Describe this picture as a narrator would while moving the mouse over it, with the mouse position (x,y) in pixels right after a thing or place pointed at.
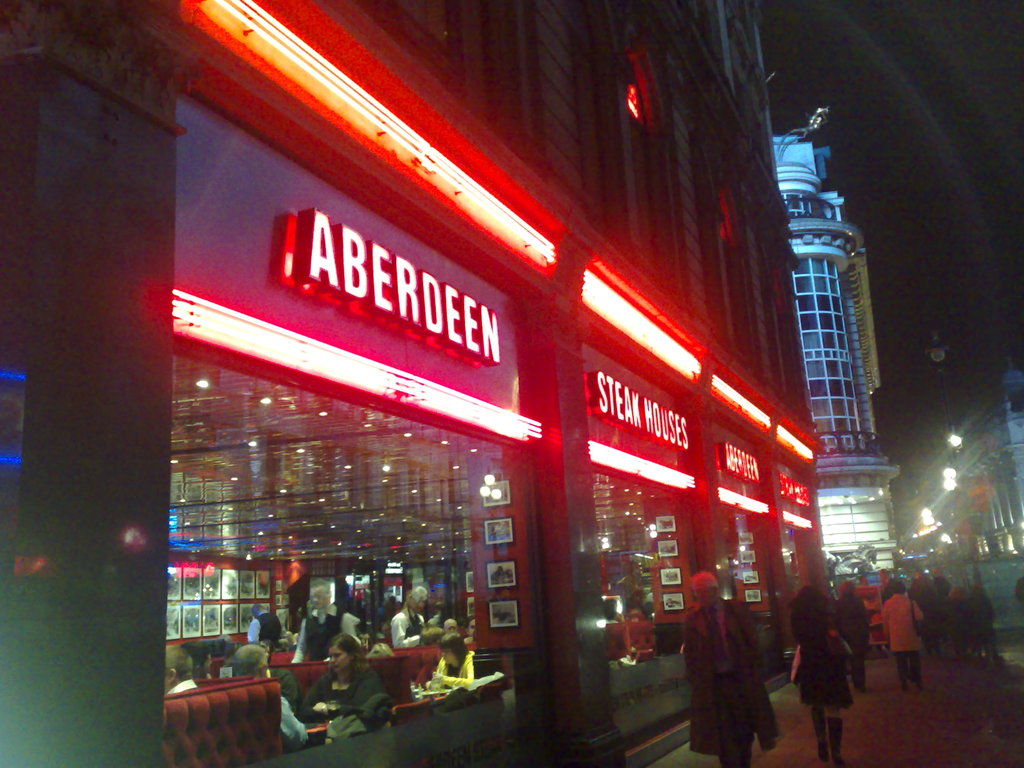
In this image there are a few pedestrians (698,591) walking on the pavement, beside them there is a glass wall (274,390) of a restaurant (459,378) in a building (540,328) with neon sign boards (445,299) on top of it, through the glass (380,519) we can see a few people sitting in the restaurant (338,578) and some objects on the table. In the background of the image (818,391) there are buildings (859,372) and lamp posts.
